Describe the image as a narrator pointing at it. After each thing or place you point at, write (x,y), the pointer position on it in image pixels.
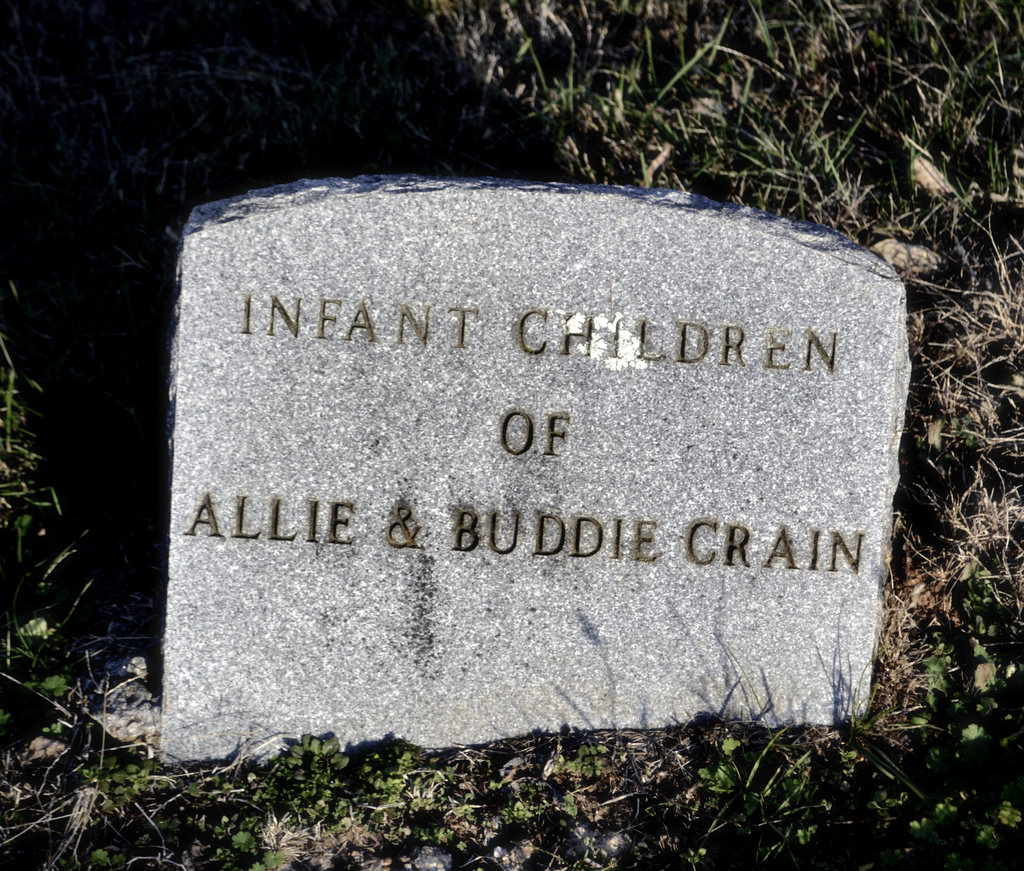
In the center of the image (404,526) there is a stone (371,524) with some text (404,526) on it. At the bottom of the image (716,780) there is grass (908,780).
